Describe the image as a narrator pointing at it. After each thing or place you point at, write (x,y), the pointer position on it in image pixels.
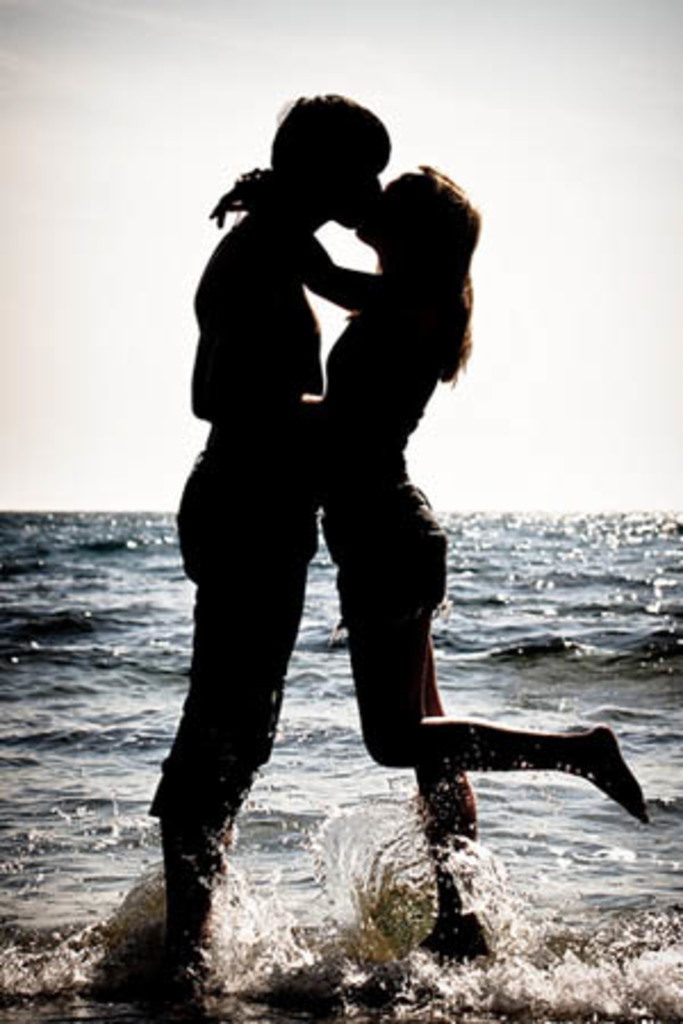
This picture is clicked outside. In the foreground (374,527) we can see the two people (246,526) standing and seems to be kissing each other. In the background (112,231) we can see the sky (108,182) and a water body (631,680).
